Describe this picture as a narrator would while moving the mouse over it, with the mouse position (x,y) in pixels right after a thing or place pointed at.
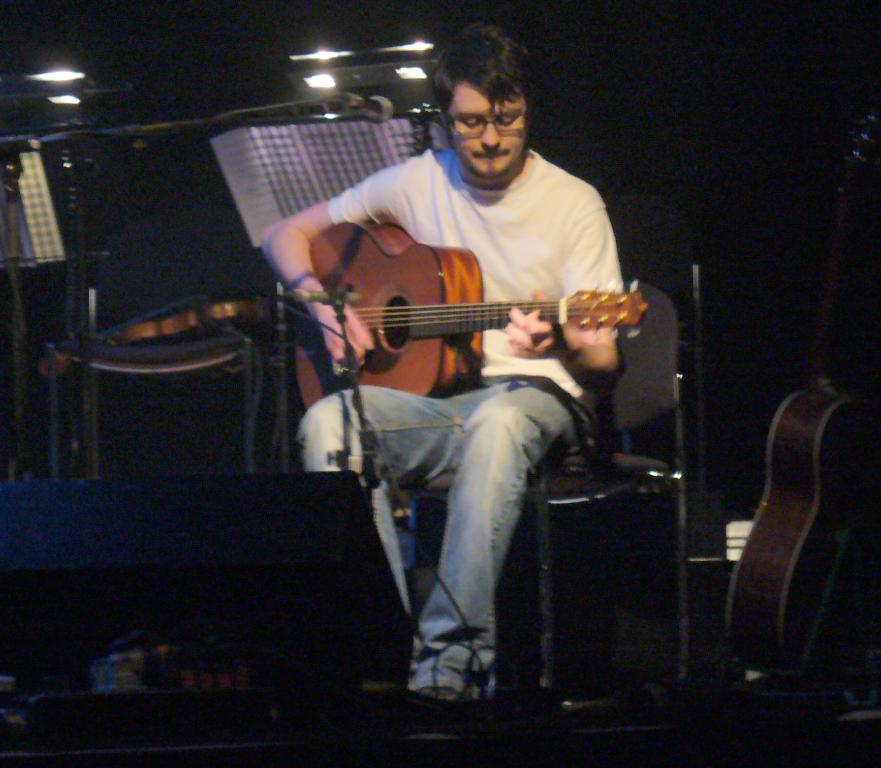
In the center of the image (510,492) there is a man (526,475) sitting on the chair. He is playing a guitar (430,329). There is a mic (370,116) placed before him. On the right (731,579) there is a guitar (823,554). At the top (387,75) there are lights (332,81).
